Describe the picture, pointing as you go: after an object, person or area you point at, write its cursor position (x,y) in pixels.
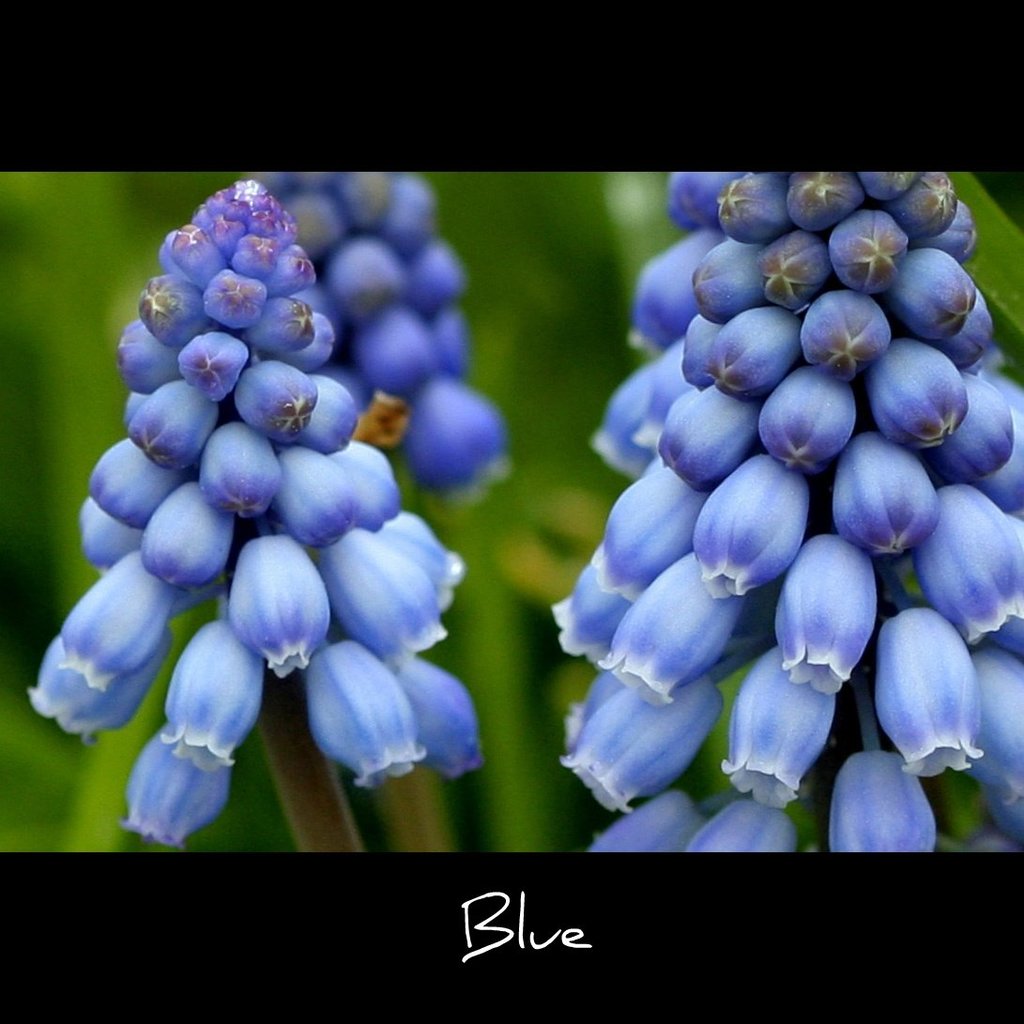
This image consists of flowers (624,656) in blue color. In the background (589,448), we can see the plant (478,673). At the bottom (484,944), there is a text (475,927).
